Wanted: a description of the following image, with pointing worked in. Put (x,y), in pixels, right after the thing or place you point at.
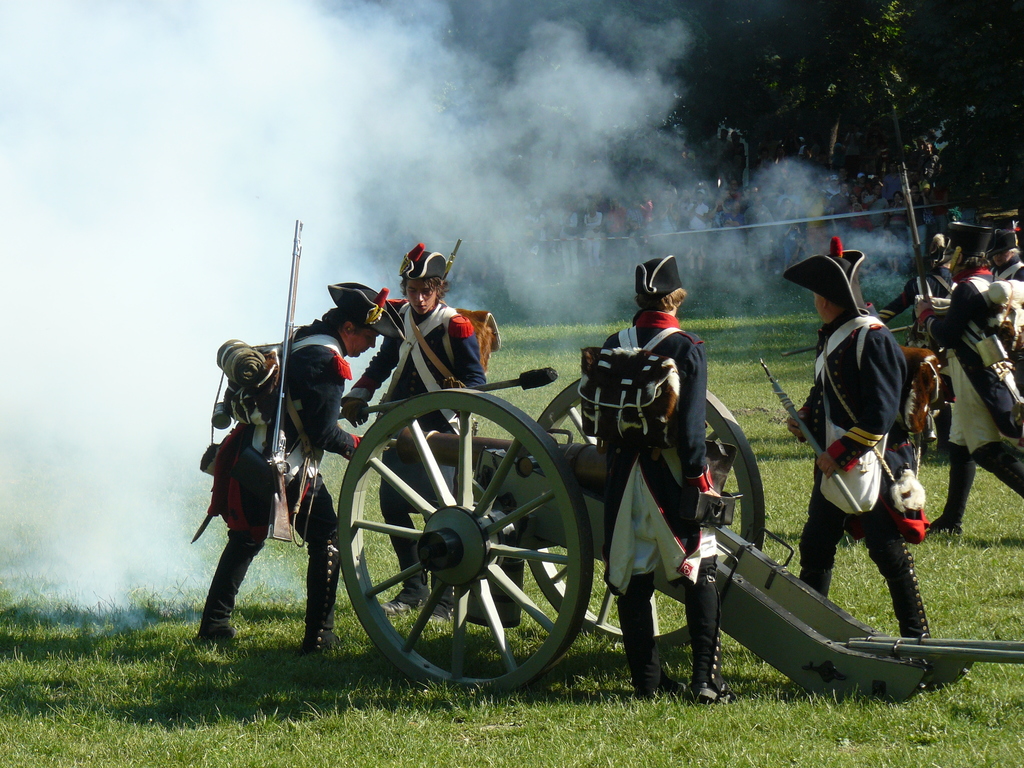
In this image we can see there are so many people (855,412), some people (687,491) are holding the cannon (739,459) and objects (715,462), all the soldiers (623,466) are in same colorful costume (424,328).
